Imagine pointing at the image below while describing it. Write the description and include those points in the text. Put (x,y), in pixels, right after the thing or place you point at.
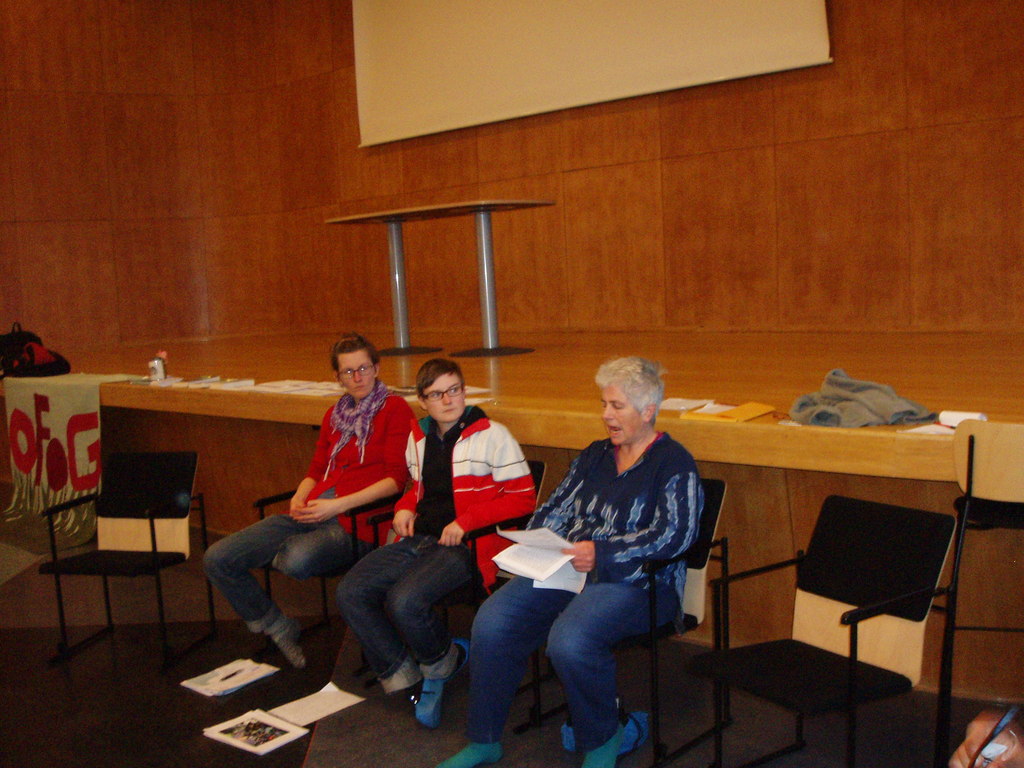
In this picture there are three people (490,519) sitting on the black chairs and in the background (609,67) we observe brown color wall (778,191) and there is a projection screen (591,63) attached to it.
